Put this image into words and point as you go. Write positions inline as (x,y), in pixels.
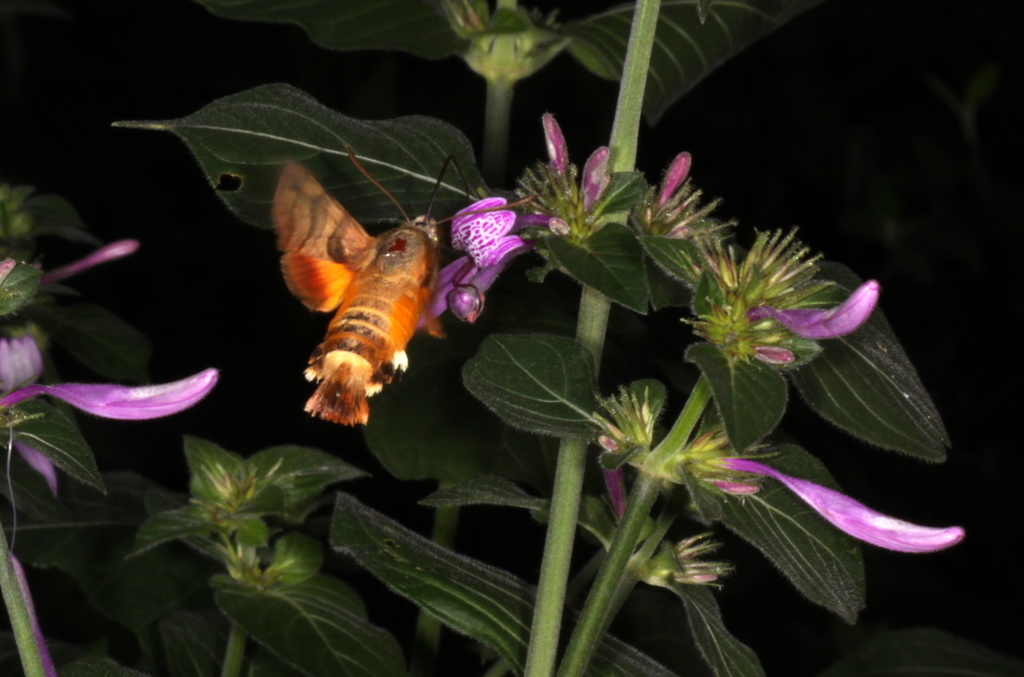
In this picture, we can see an insect (365,355) at the flower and there is a dark background (283,340).
